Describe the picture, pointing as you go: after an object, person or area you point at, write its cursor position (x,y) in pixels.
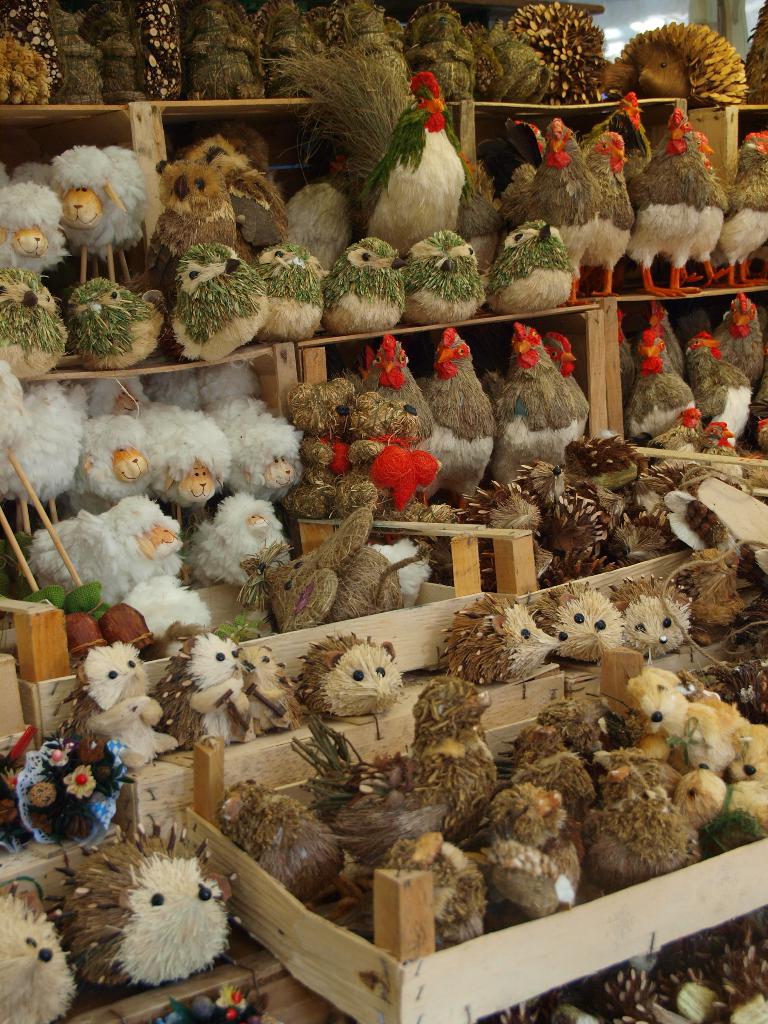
In this image we can see toys (260,566) placed in the rack (599,321).
